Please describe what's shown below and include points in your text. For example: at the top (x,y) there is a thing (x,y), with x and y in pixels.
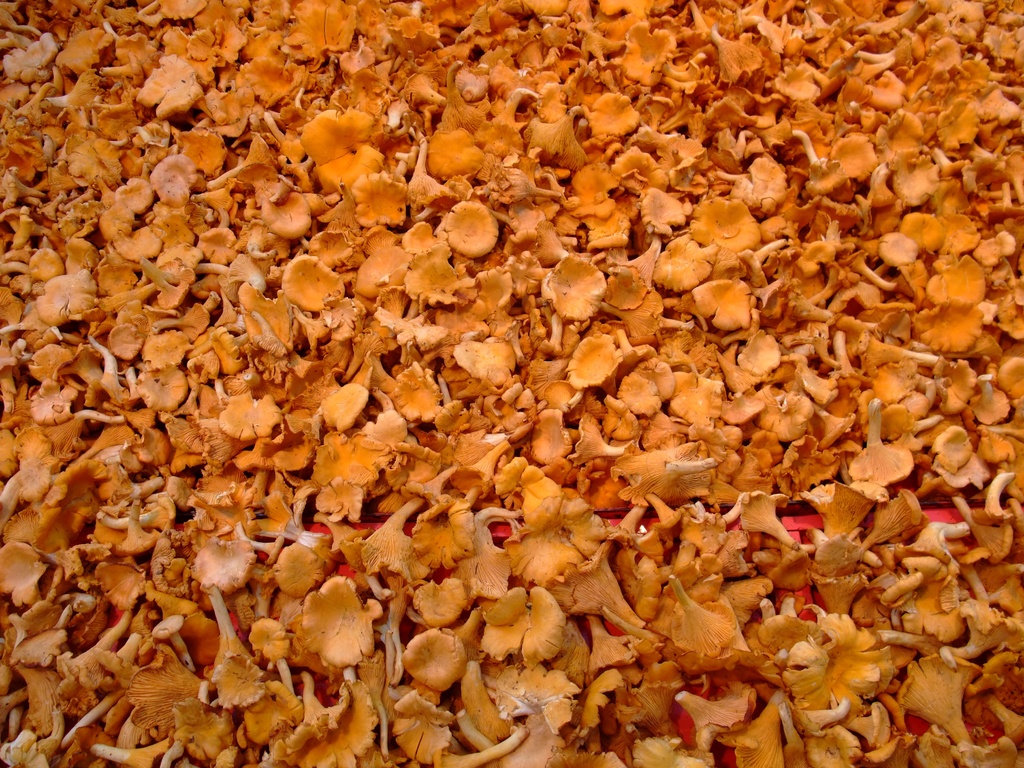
In this image there are a group of mushrooms (460,413) which are orange in color.
